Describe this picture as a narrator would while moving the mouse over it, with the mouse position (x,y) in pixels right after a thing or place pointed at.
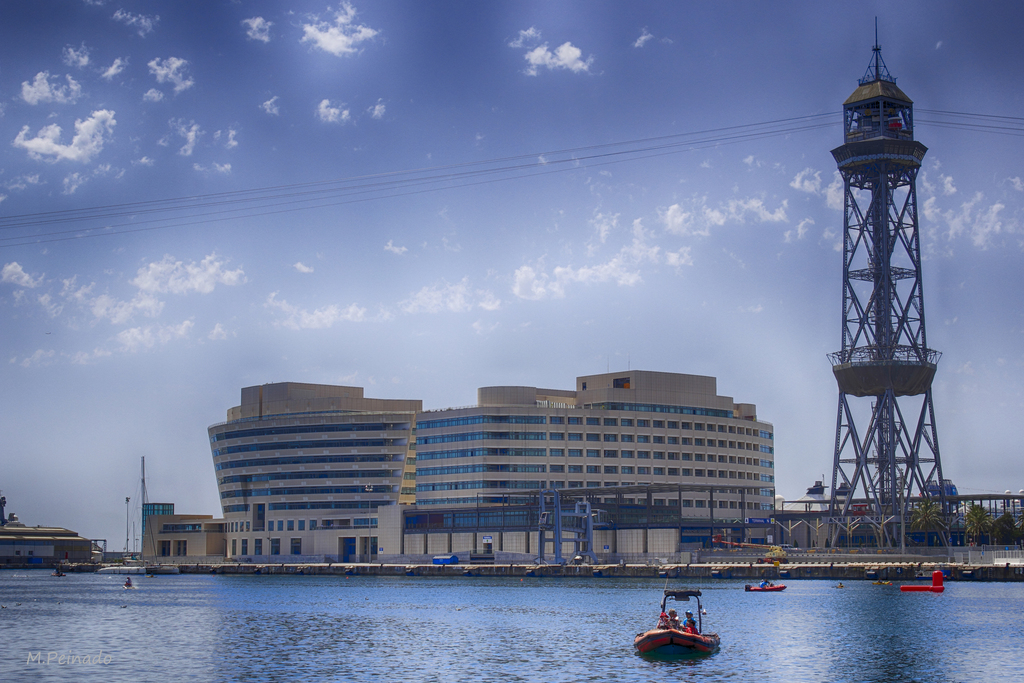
In the image we can see there is water (563,615) and there are boats (661,639) standing on the water (863,582). There are people (695,627) sitting in the boat (688,641) and behind there are buildings (527,467). There is a tower building (914,343) and there are electrical wires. There is a cloudy sky (421,190).
